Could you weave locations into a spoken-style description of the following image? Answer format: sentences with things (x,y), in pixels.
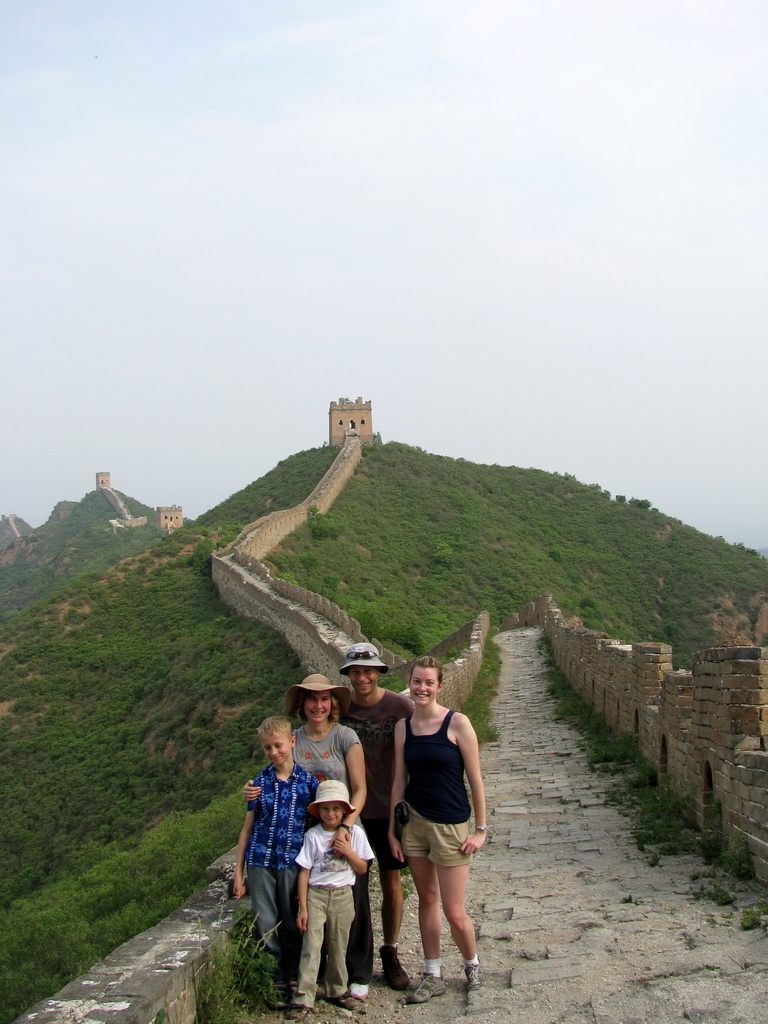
In this image, we can see people (304,773) on the wall (534,1010) and some are wearing hats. In the background (277,525), we can see forts (99,475) on the hills (374,531). At the top (381,243), there is sky (411,243).
